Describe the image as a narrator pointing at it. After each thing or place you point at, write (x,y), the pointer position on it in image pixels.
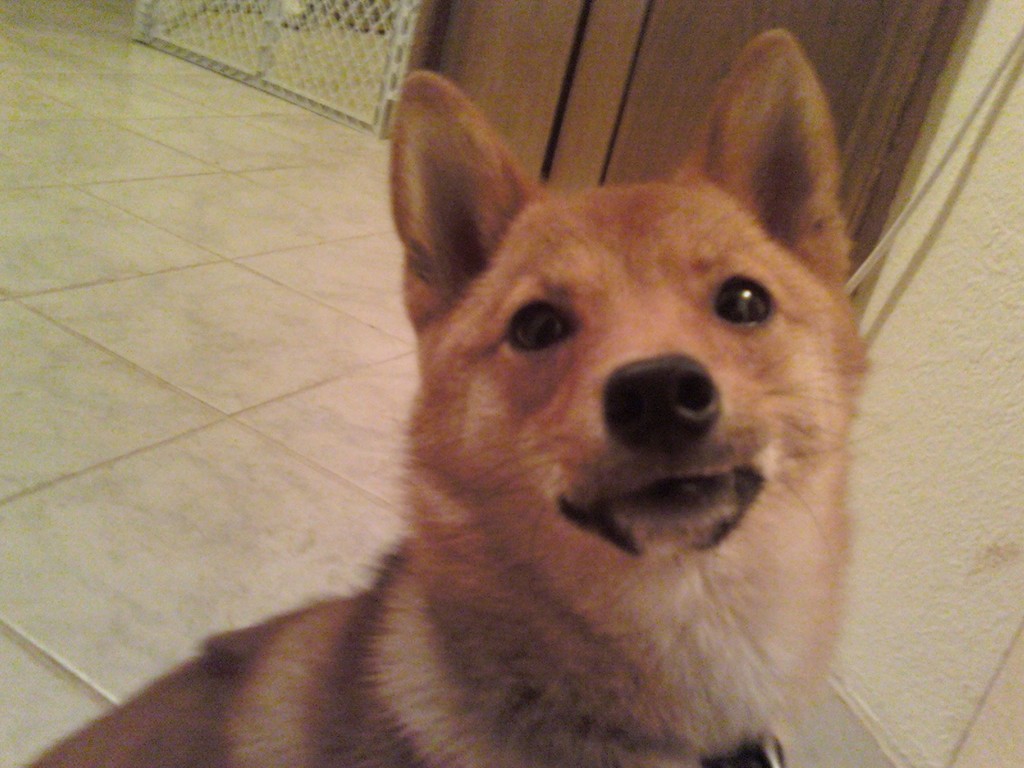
In the picture we can see a tile floor (103,364) on it, we can see a dog (665,248) which is brown in color and in the background (871,225), we can see a wooden cupboard (664,28) and beside it we can see a railing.
